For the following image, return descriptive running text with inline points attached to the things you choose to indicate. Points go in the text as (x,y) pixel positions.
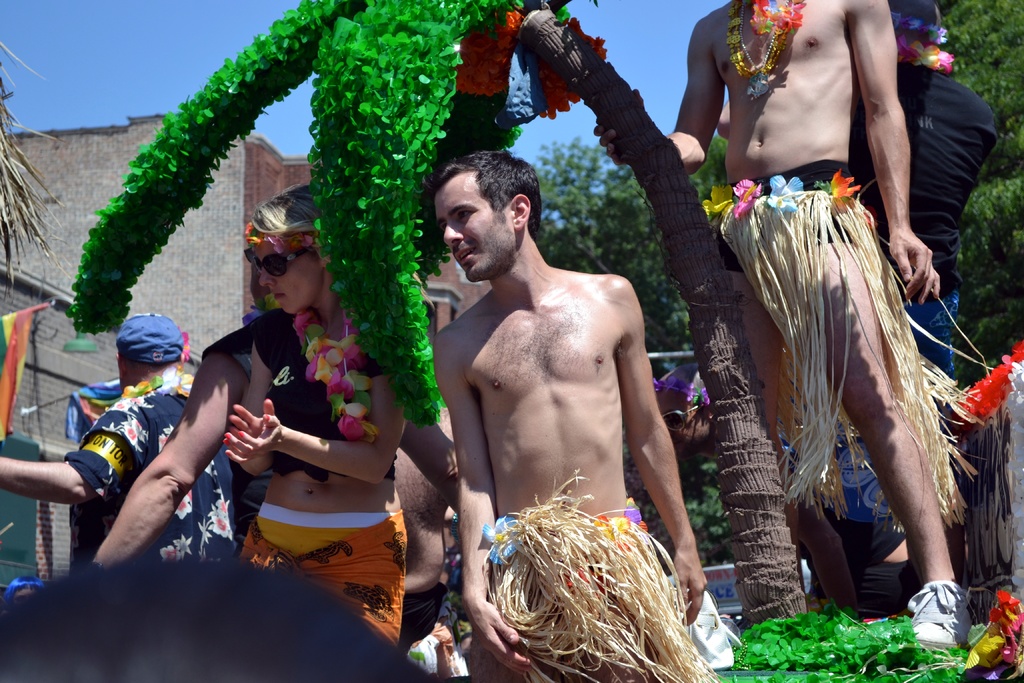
In this image, there are a few people (250,320). We can also see some decorative objects (861,619). There are a few trees (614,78), buildings (116,363). We can also see the sky (658,63). We can see some objects (18,313) on the left (7,351). We can also see an object (139,591) at the bottom (139,591).
